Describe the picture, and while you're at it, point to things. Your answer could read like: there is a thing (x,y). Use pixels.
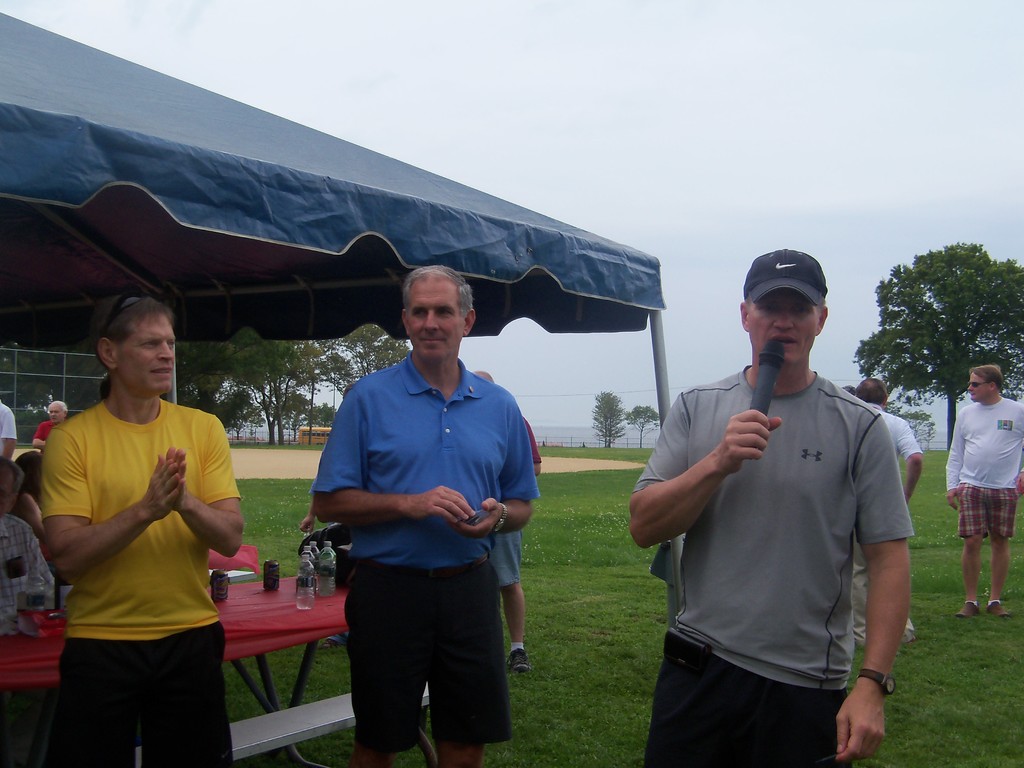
As we can see in the image there are few people (399,487) here and there, grass (644,649), tables (311,629) and trees (324,340). On table (268,636) there are bottles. On the top (366,21) there is sky (316,41).
